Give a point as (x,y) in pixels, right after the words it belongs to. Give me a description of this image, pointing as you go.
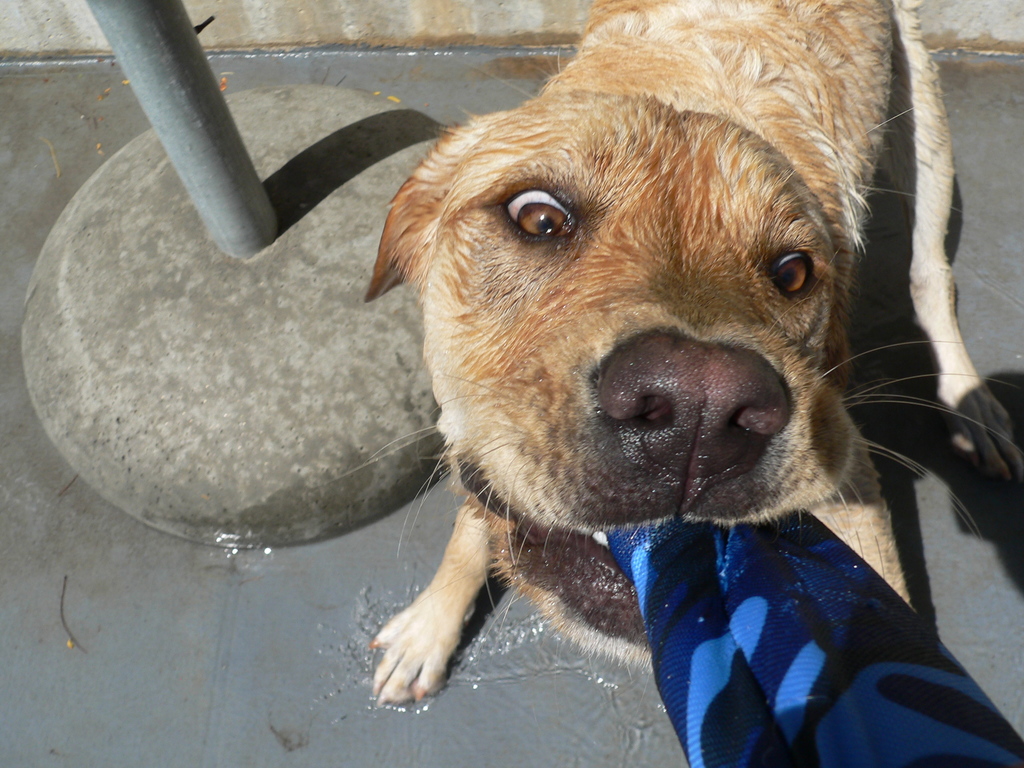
In this picture I can see a dog (582,407) holding a cloth (658,586) in its mouth (592,611) and I can see a pole (188,149) and water (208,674) on the ground (83,683).
